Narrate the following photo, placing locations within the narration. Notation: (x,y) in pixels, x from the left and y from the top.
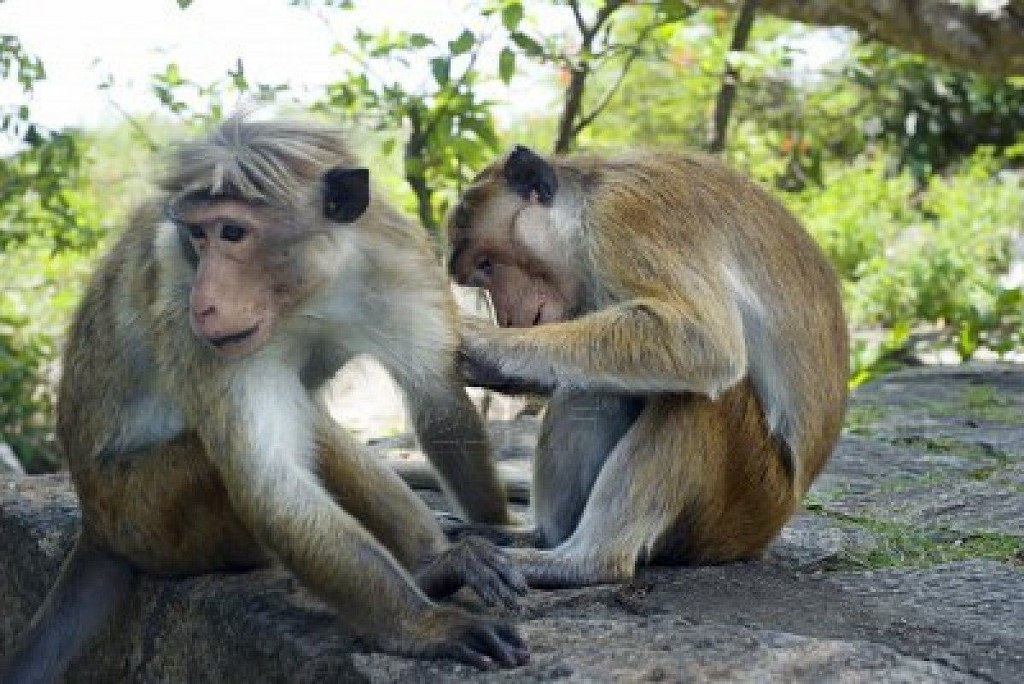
In the image we can see two monkeys (488,280) sitting. Here we can see the rock (843,533), trees (663,120) and the background (818,126) is slightly blurred.
